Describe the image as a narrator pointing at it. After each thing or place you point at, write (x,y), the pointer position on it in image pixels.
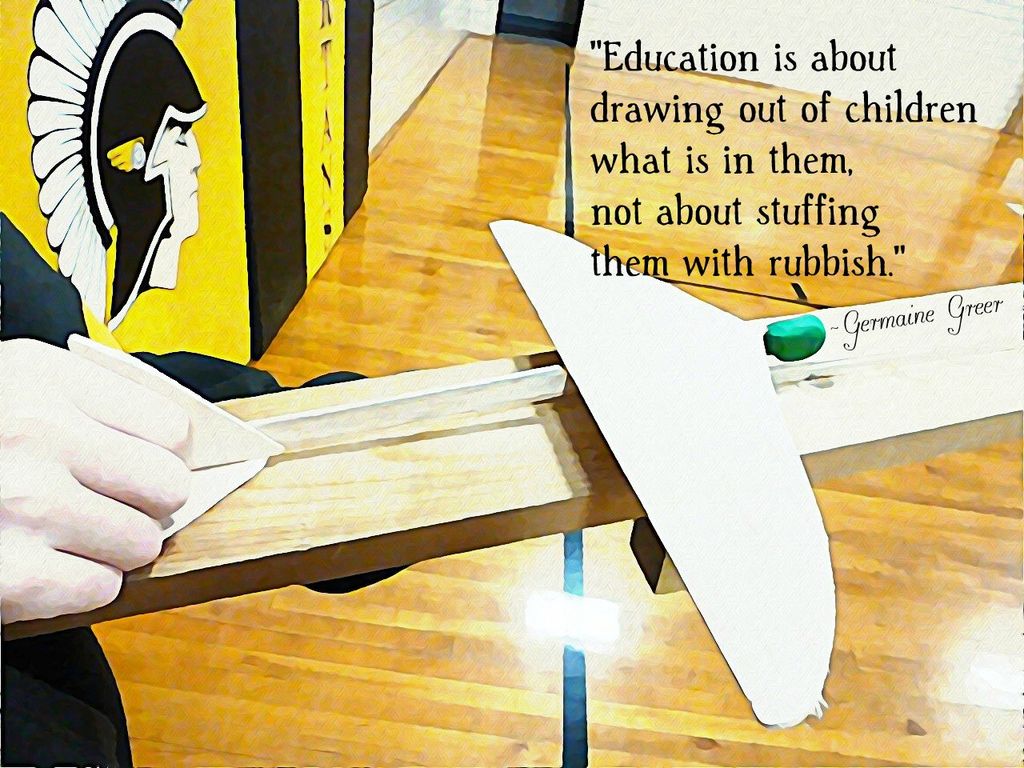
This is a poster (874,135) having an image and black color texts (883,123). In the image, there is a person (0,247) holding a stick (281,425) which is on a wooden surface (784,317), on which there is a text (955,311). In the background (297,196), there is a painting (26,180) on the wall (295,3) and there is a floor (499,298).
